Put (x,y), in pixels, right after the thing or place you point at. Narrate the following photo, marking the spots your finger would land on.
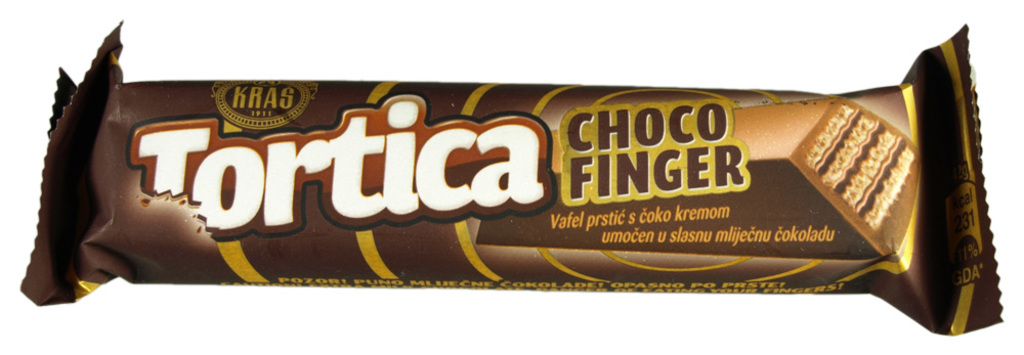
This image consists of a chocolate (442,245). The wrapper (456,196) is in brown color.
